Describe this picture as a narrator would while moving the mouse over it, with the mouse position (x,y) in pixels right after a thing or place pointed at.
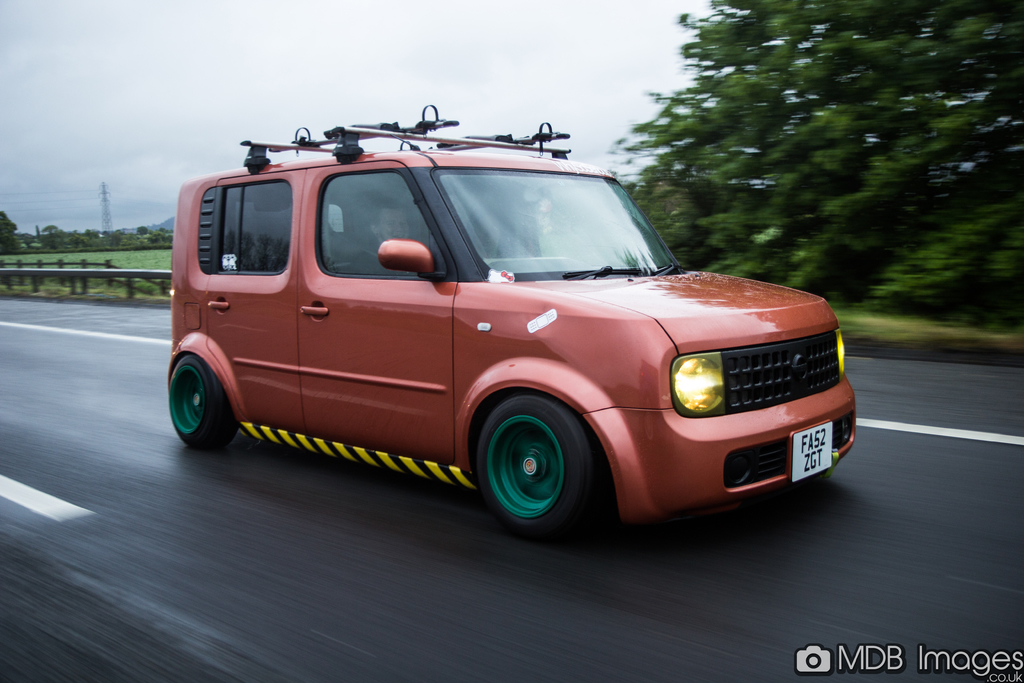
In this image in the middle (621,381) there is a car (621,381). At the bottom (664,610) there is a text (1008,658) and a road (916,540). In the background (860,103) there are trees (1004,169), tower (100,204), cables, grass (120,256), hill (174,225), sky (182,102) and clouds (188,69).
